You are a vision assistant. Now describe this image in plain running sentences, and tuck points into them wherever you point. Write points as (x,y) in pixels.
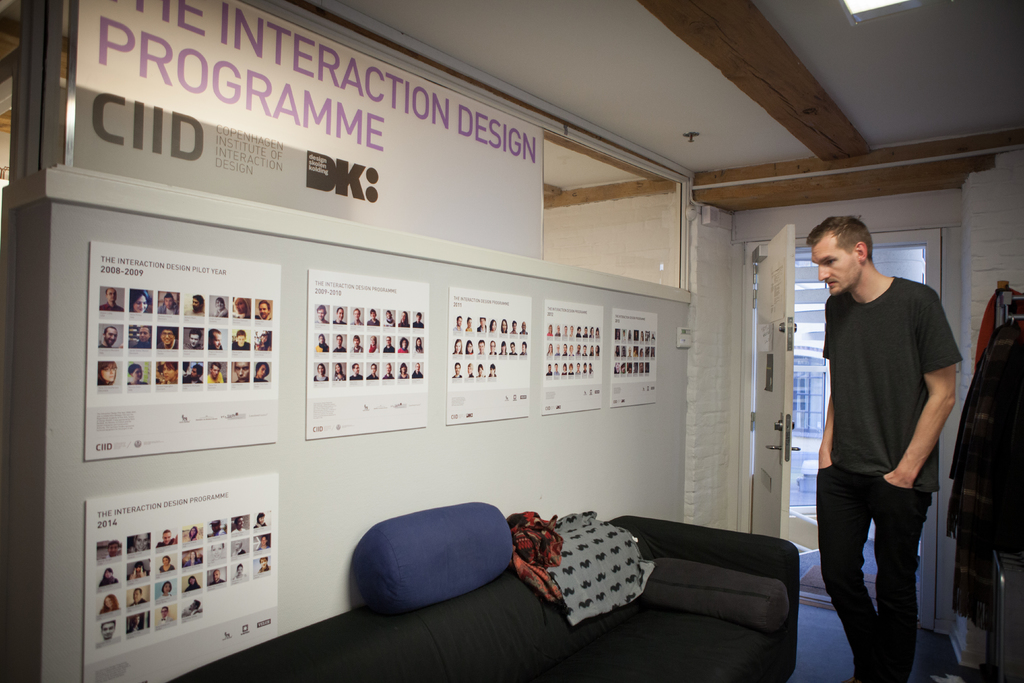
In this picture we can see a man (898,674) standing, sofa (553,619) with pillows (758,586) on it, posters (648,382) on the wall (538,446), door (761,268), clothes (964,555) and in the background (808,422) we can see a window (798,414).
